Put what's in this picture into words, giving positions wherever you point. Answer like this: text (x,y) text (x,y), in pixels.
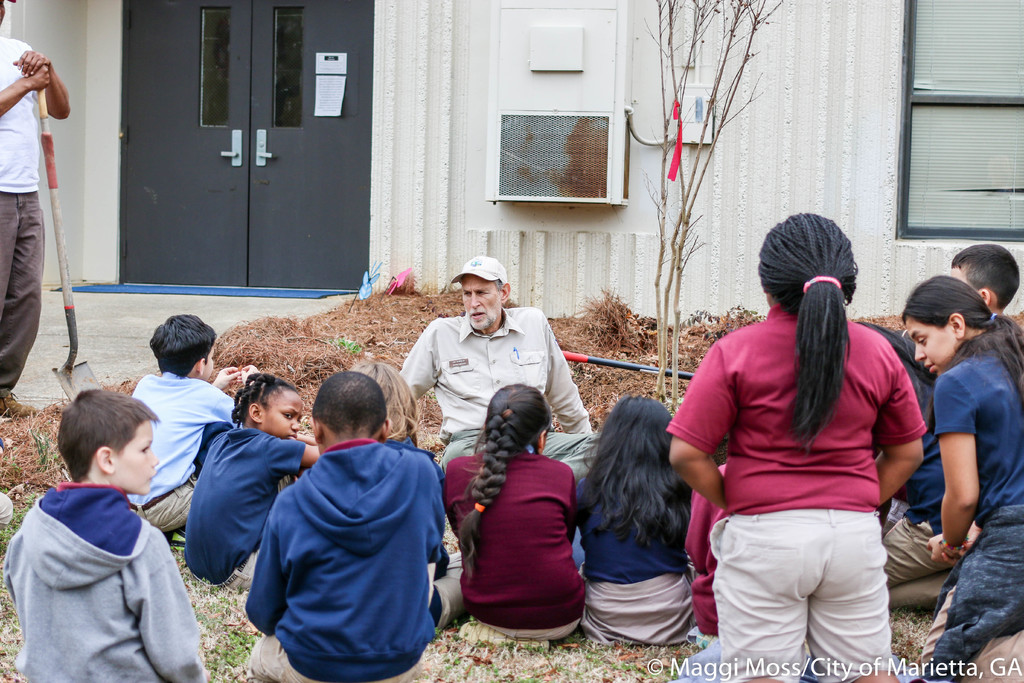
In this image, there are a few people (483,403). Among them, some people (477,376) are sitting. We can see the ground (189,578) covered with grass (241,595) and other objects (654,366). We can also see a dried tree (718,1) and the wall (870,215) with some objects (564,183). We can also see the doors (294,238) and a poster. We can also see the blue colored object (258,294).
